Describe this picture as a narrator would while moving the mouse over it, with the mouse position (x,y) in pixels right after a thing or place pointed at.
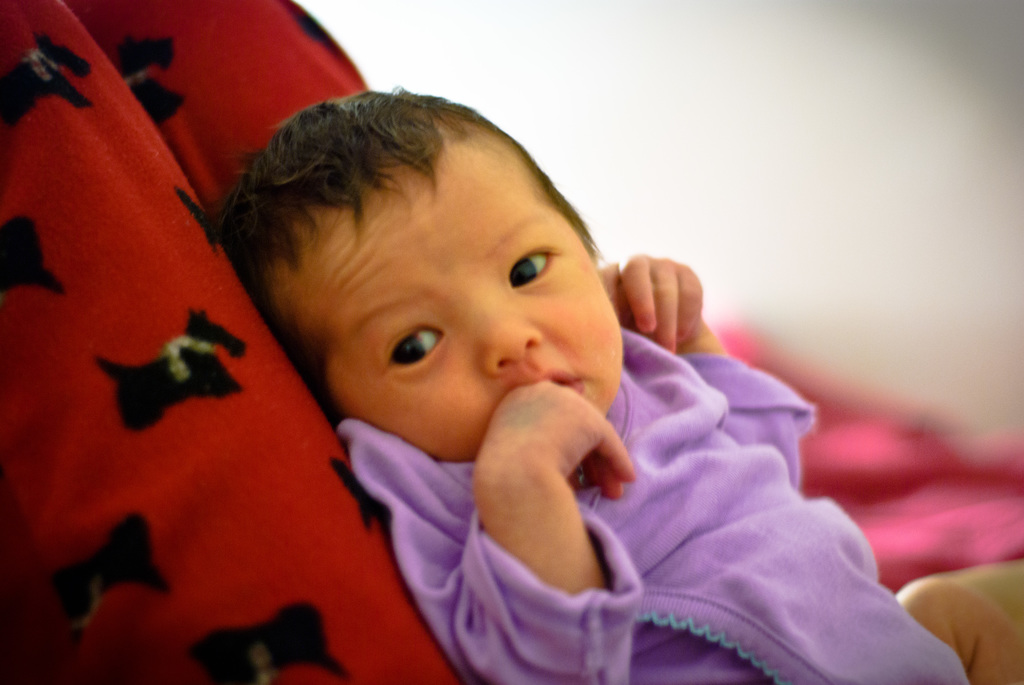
In the center of the image (522,314) we can see a baby (570,586) lying on some object (352,646), which is in a red and black color. In the background (475,76), we can see it is blurred.
